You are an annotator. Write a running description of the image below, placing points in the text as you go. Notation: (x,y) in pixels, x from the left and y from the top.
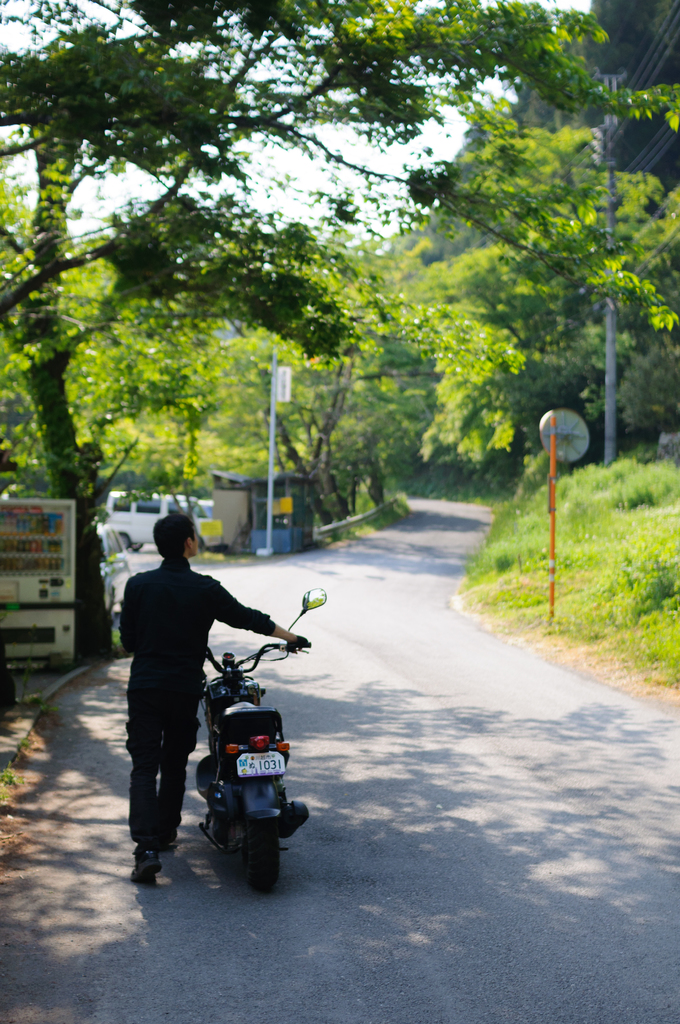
There is a person (175,722) walking and holding a bike (229,684). We can see grass (490,584), white object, trees (441,289), vehicle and building (292,535). In the background (405,156) we can see sky (326,202).
